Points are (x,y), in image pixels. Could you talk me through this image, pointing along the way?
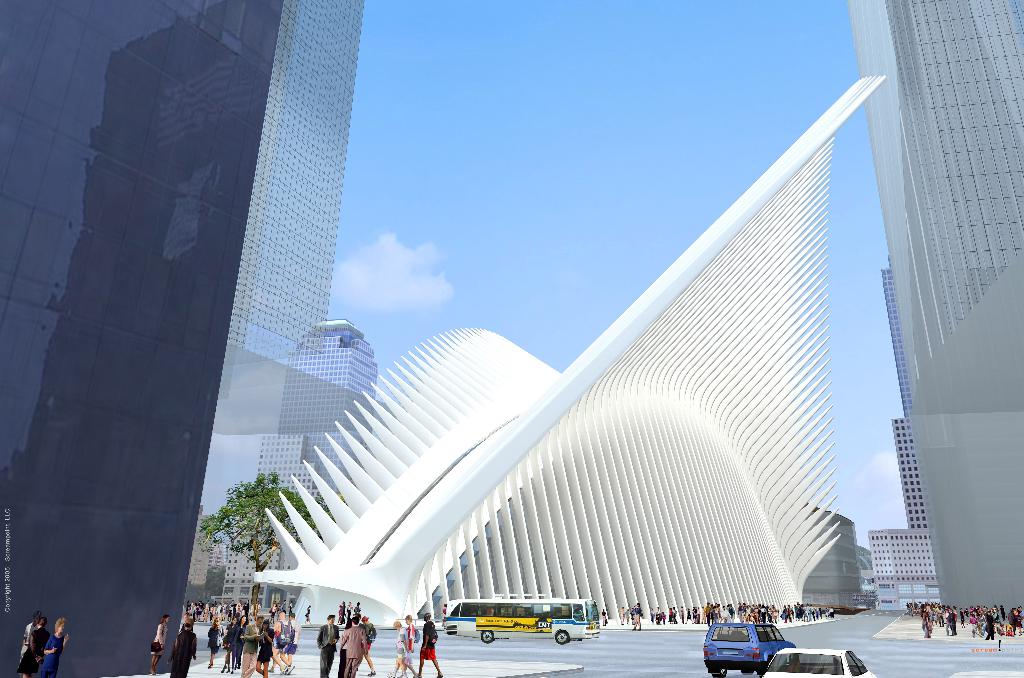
In this image I can see group of people (215,638) walking and some are standing, at back (565,637) I can see few vehicles (795,660) on the road (866,621), at back (610,442) I can see building (606,423) in white color and sky (489,264) in blue and white color.
